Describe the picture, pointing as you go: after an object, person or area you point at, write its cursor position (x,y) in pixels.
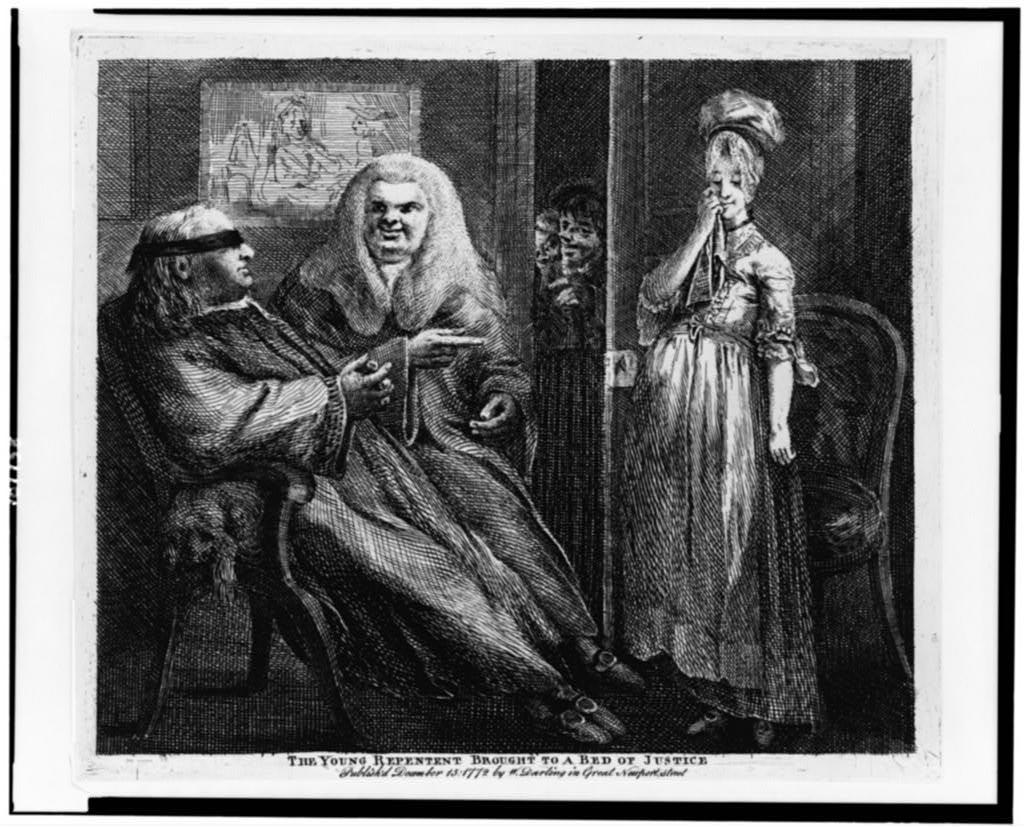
In this image I can see the old black and white photograph in which I can see a person (284,421) sitting on the chair (125,382), few persons (423,297) standing, a chair (833,403), a wall (177,186), a photo (215,170) attached to the wall (174,161) and a door (638,163). I can see few other persons (583,210) standing on the other side of the door (610,138).
